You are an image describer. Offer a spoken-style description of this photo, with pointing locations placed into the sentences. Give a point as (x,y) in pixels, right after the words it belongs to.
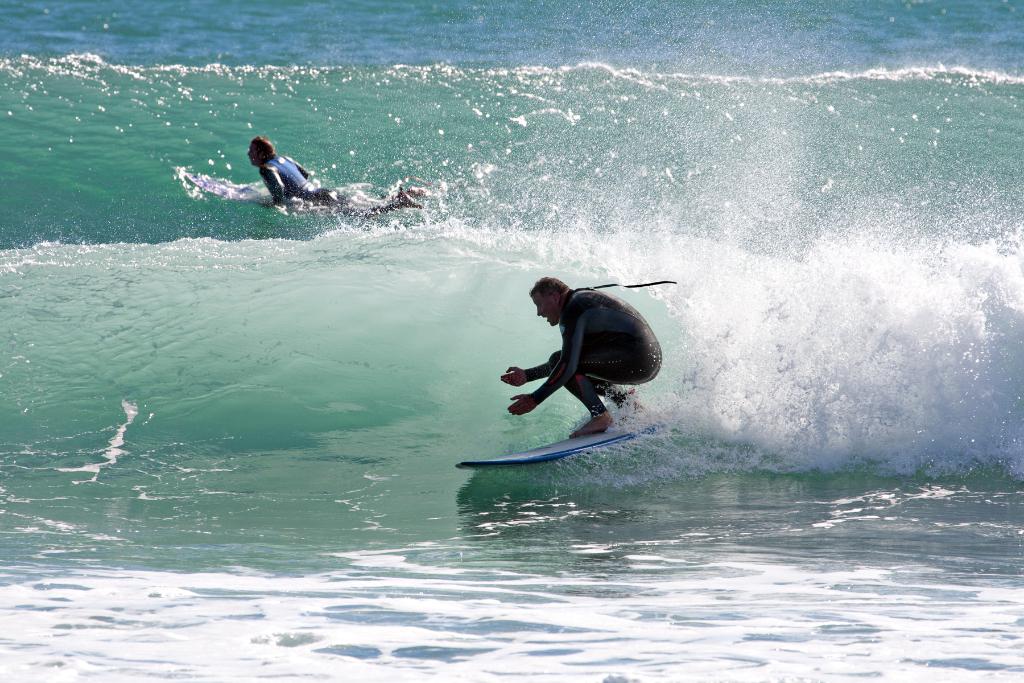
This picture is clicked outside the city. In the center (607,330) we can see the two persons (628,370) surfing on the surfboard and we can see the ripples (507,324) in the water body (243,286).
